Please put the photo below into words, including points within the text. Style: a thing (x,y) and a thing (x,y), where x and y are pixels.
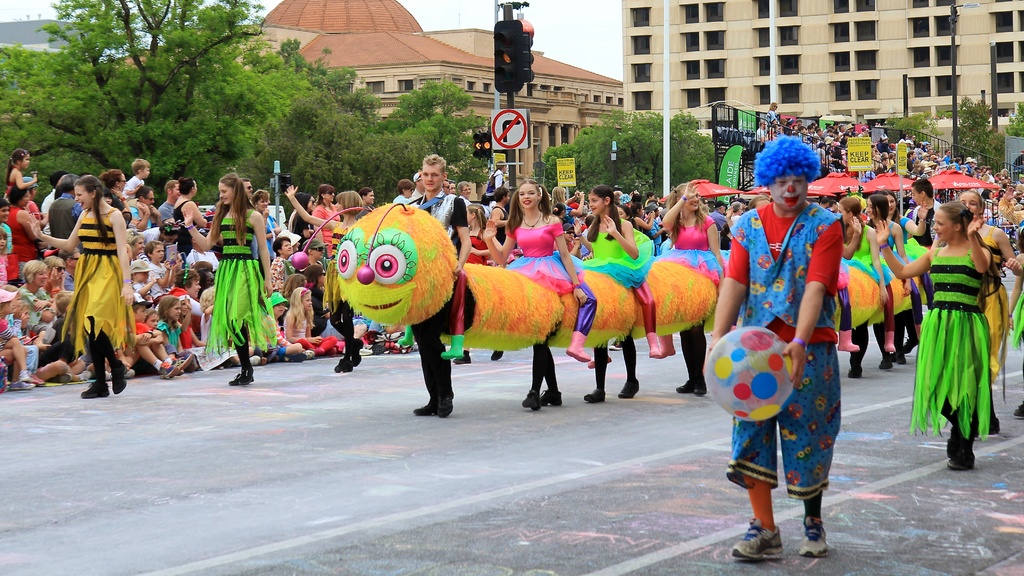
In this image we can see a group of people (116,273) wearing costumes (116,273) are standing on the road (469,475). One person (761,433) is wearing a dress (798,299) and holding a ball (748,389) in his hands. On the left side (153,346), we can see a group of people (45,295) sitting on the ground (169,432). In the center of the image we can see a traffic light (520,39) with sign board (517,144). In the background (523,156), we can see a group of buildings (536,98) and the sky (611,43) and some sheds (827,186).
